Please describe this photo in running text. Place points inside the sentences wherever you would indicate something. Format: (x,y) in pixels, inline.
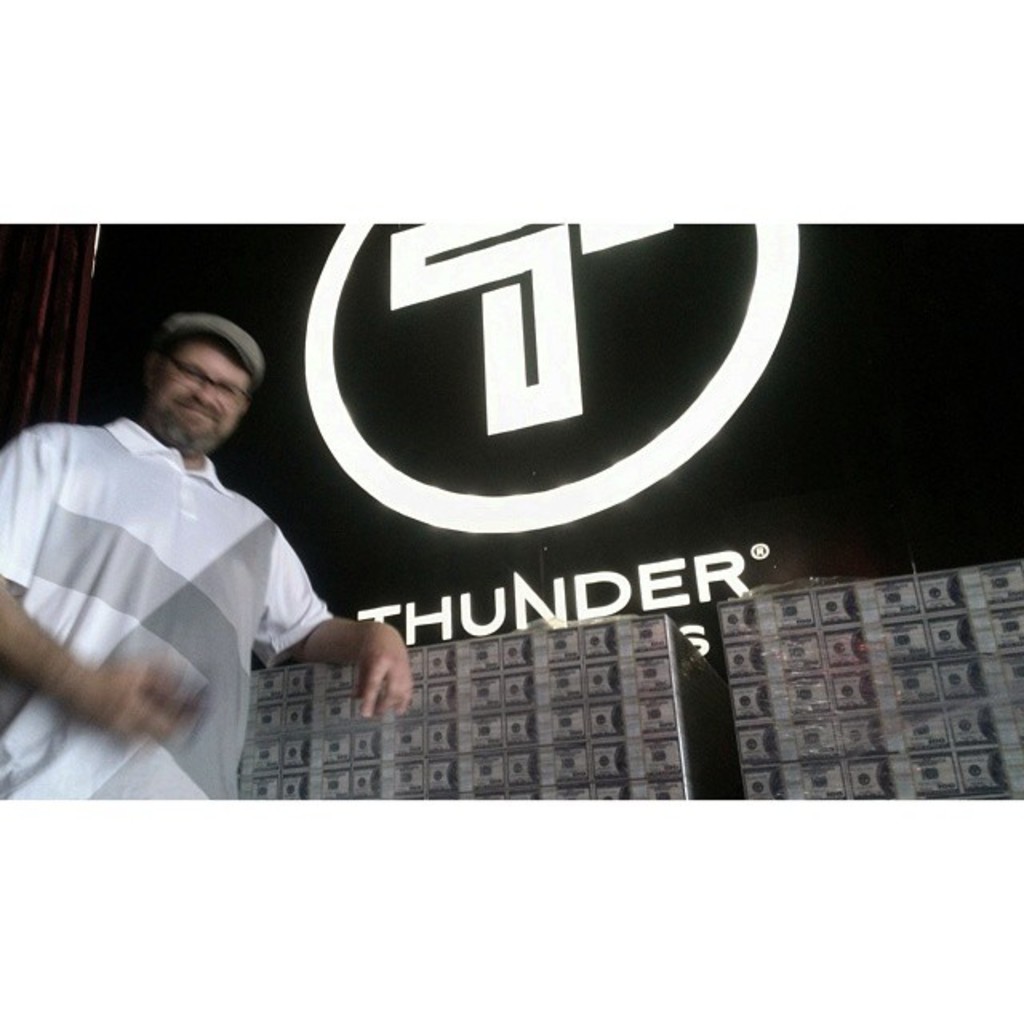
In the left side (153,586) a man (133,612) is there, he wore a white color t-shirt (195,565) and smiling. In the right side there is a name (581,605) which is lighting.
